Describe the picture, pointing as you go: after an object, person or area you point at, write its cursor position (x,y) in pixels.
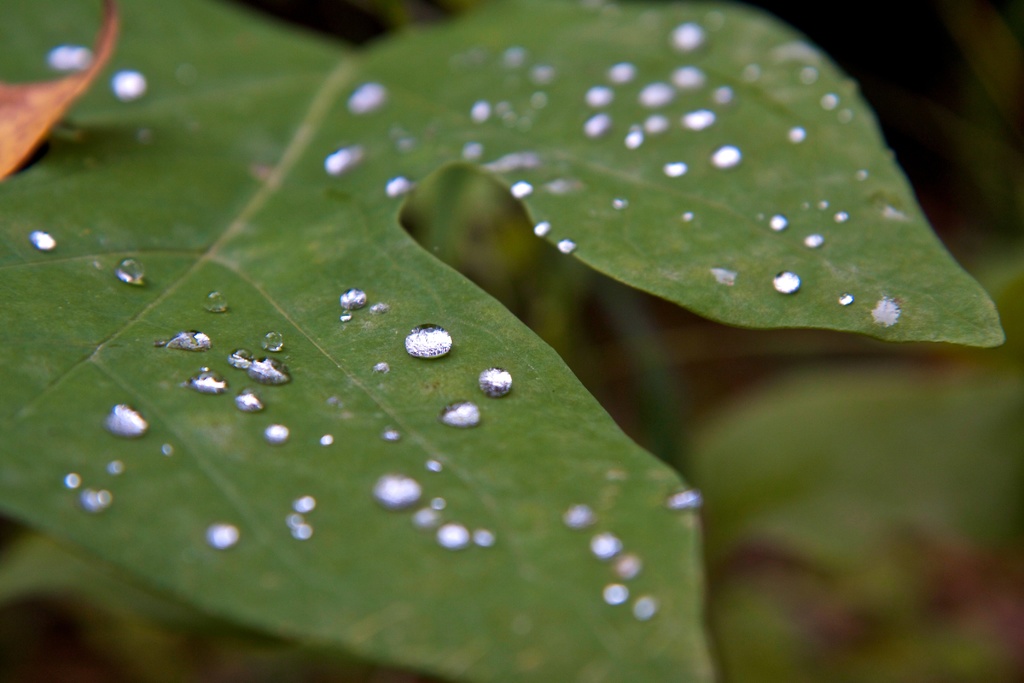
In this picture we can see water drops (636,136) on a leaf (535,200) and in the background (836,479) it is blurry.
